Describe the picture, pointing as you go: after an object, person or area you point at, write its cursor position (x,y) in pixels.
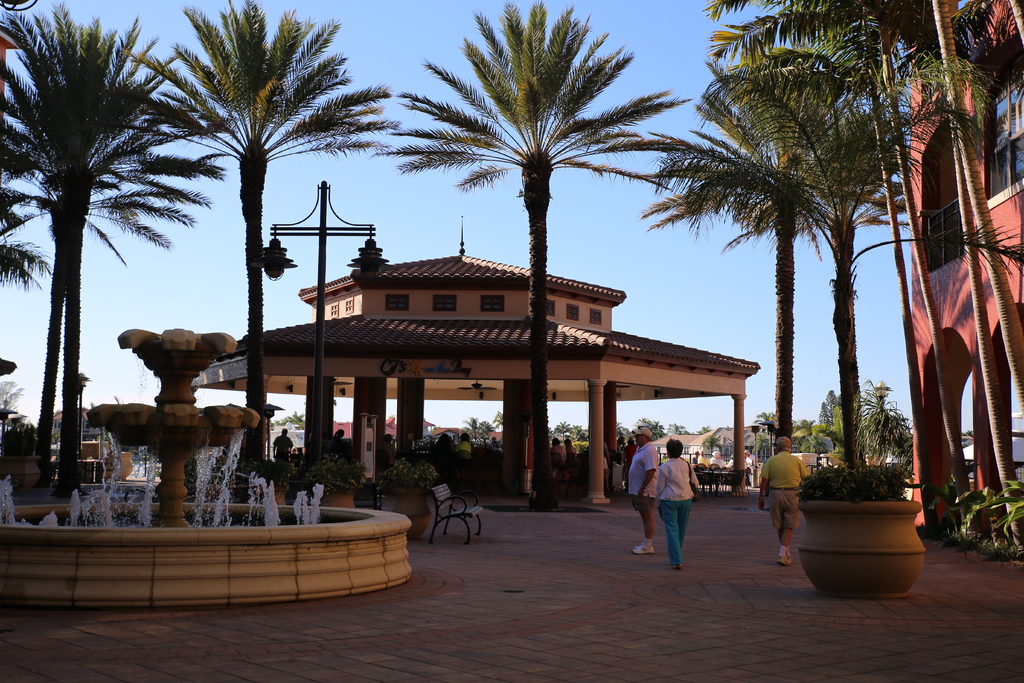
This picture shows few trees (821,96) and we see building (1021,233) and a water fountain (251,531) and we see a bench (463,519) and few people (676,534) walking and few are standing and we see pole lights (316,389) and a blue sky (315,241) and few pots (825,532) with plants (839,497).
